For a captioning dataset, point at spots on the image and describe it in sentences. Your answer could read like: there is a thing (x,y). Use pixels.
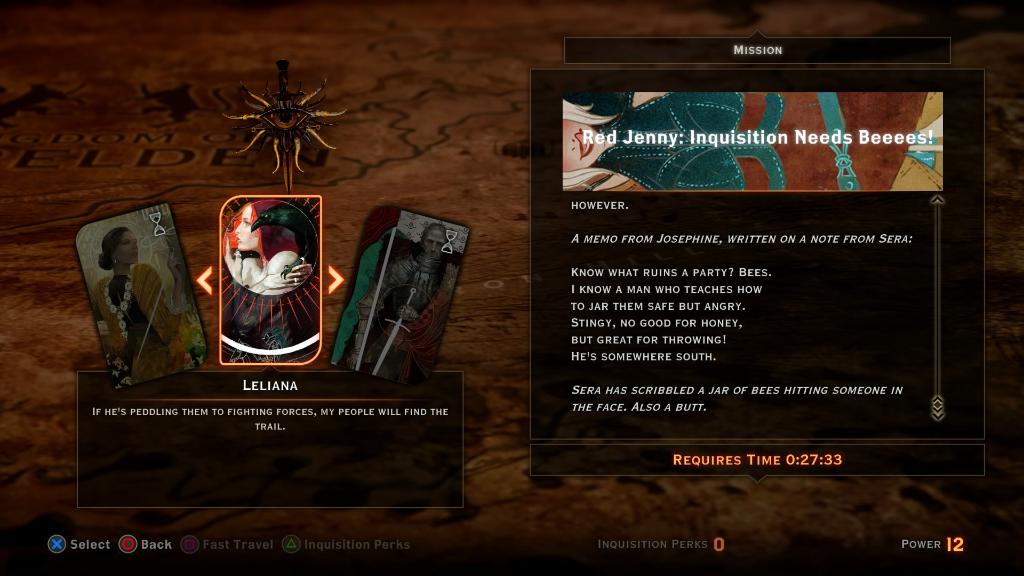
This is an animated image. In this picture, we see three cards (275,227) are placed on the black box (222,383). On the right side (757,126), we see a board (769,367) in black color with some text (631,278) written on it. In the background (383,153), it is brown in color. This might be an edited image.
